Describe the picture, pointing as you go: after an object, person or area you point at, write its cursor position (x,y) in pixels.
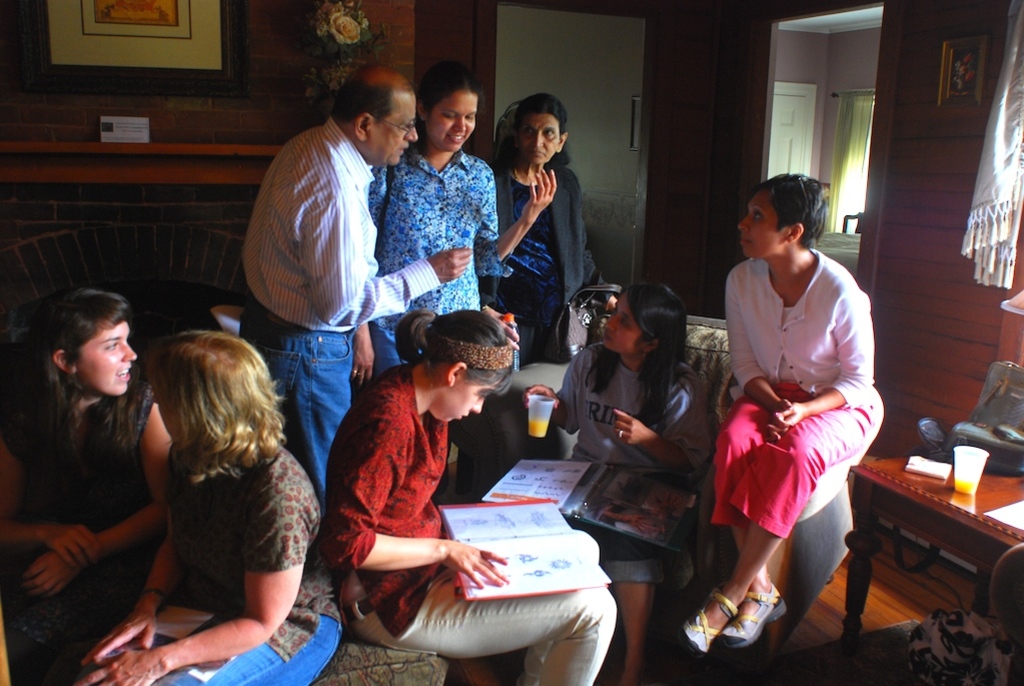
In the picture I can see these people (429,602) are sitting on the sofa (826,491) and these people (456,291) are standing here and these two persons (586,380) are holding books (500,568) in their hands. In the background (65,205), I can see the fireplace (56,178), photo frames (87,54) on the wall (960,255), curtains (1002,216), table (965,501) on which we can see few things (993,451) are kept, we can see doors (792,166), flower vase (313,43) and another room (800,106).
